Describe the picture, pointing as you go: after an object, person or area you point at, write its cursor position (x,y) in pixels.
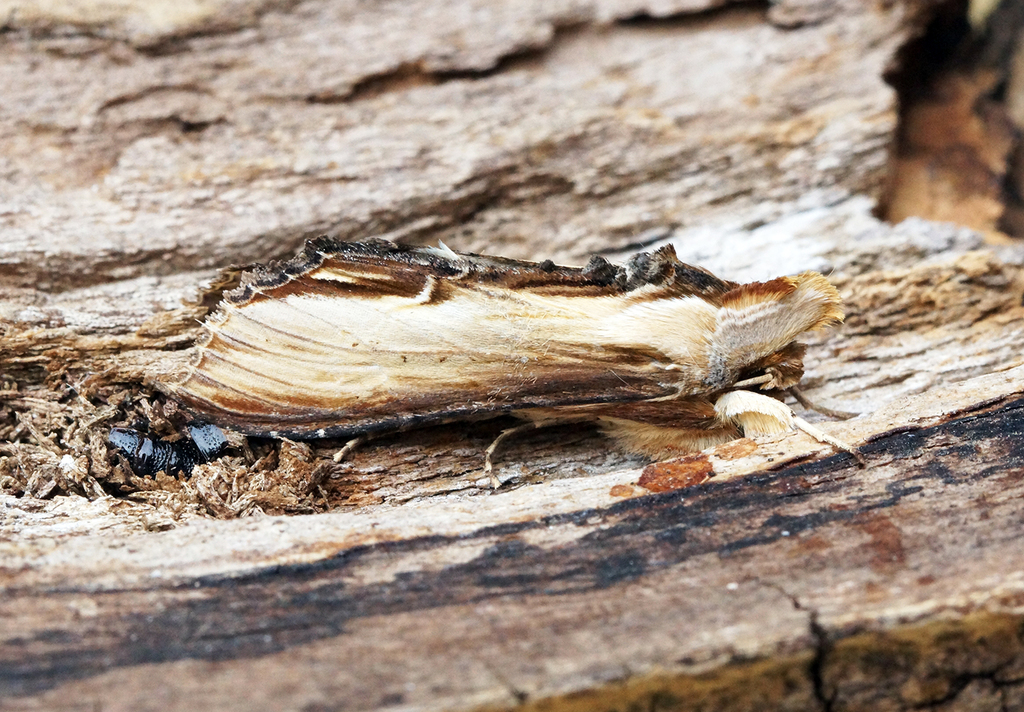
In this image we can see an insect (623,359) on wooden surface (544,445).
